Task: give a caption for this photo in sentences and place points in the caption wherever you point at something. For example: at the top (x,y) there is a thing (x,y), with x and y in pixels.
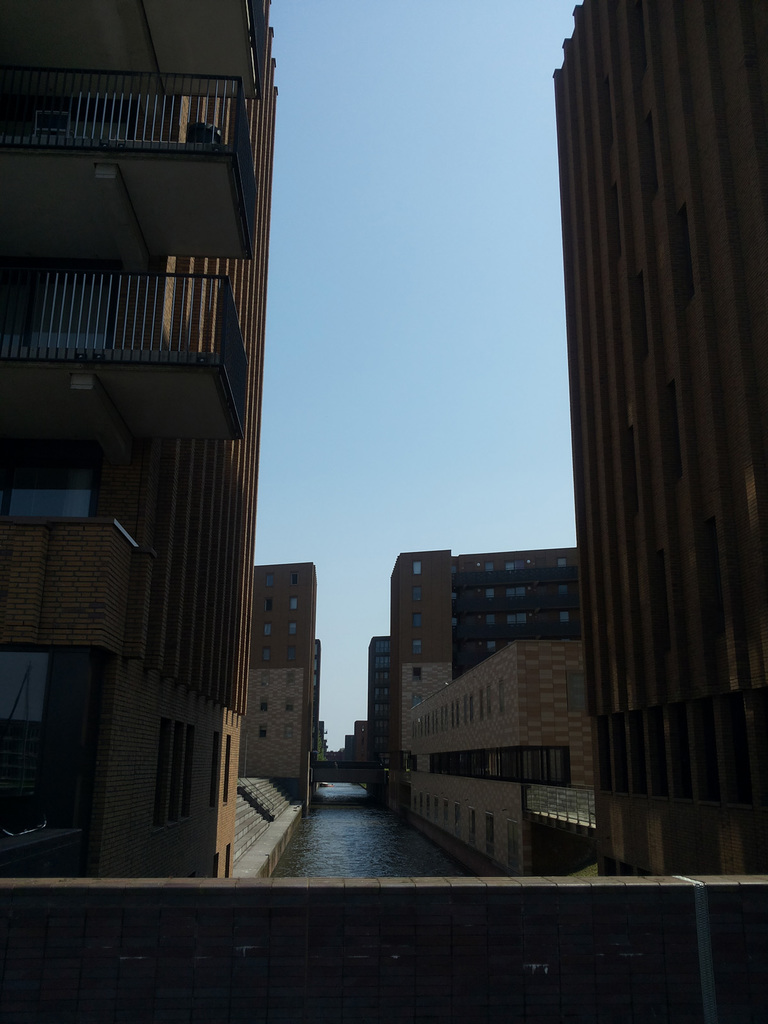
In this image on the right side (596,438) and left side (180,389) there are buildings (730,189), and in the background (276,675) there are buildings (302,708). And in the center of the image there is a canal (304,852), at the bottom of the image (225,908) there is a wall (430,941) and at the top (410,99) there is sky (367,385).
